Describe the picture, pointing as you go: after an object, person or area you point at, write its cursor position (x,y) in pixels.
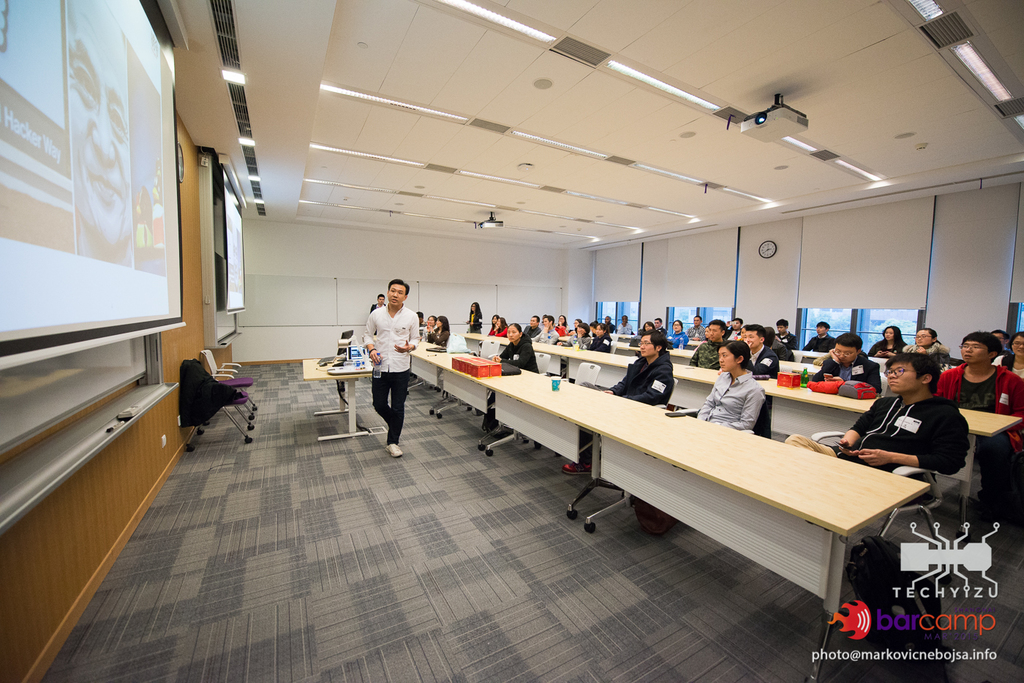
Few people (535,328) are sitting, this man (387,450) walking and holding a bottle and few people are standing. We can see bags (869,392), glass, bottle (803,381) and objects (790,379) on tables (604,369) and we can see chairs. On the left side of the image (178,329) we can see screens (121,219) and wall (94,463). In the background (988,221) we can see clock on a wall (935,310) and windows (716,309). At the top (775,201) we can see lights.
